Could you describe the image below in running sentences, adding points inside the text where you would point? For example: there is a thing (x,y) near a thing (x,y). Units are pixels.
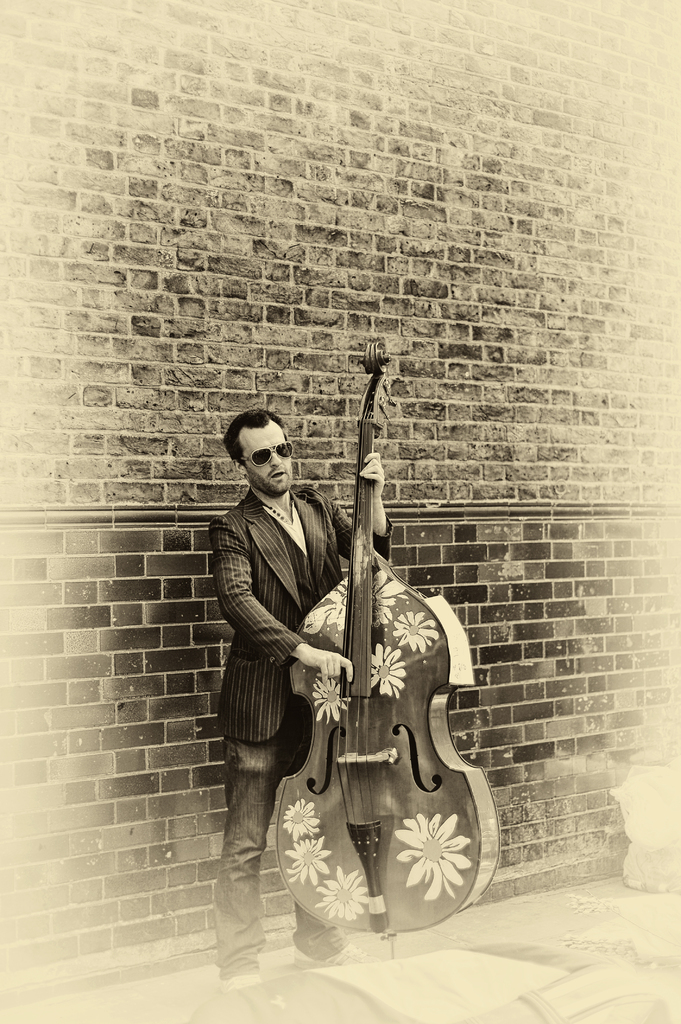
In the foreground of this edited image, there is a man (305,646) holding a double bass (377,668). At the bottom (412,995), there is an object (360,994) and in the background (349,209), there is a brick wall (341,190).
